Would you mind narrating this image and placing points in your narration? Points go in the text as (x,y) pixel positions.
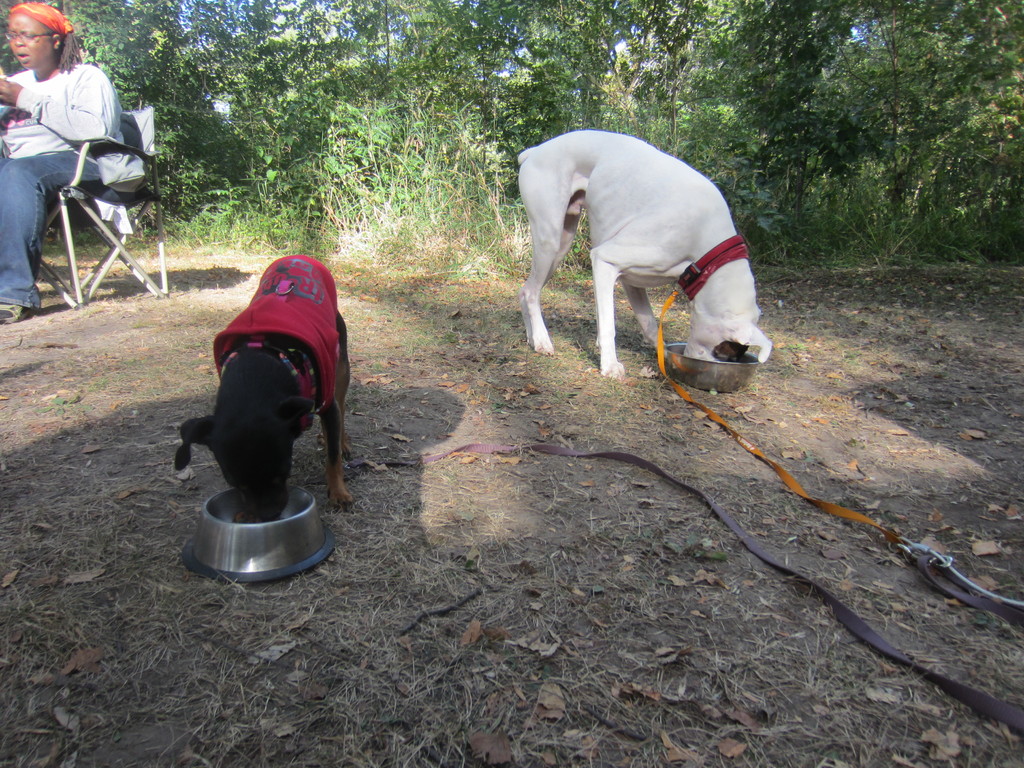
In the foreground of this image (299,300), there are two dogs (639,231) having belt (310,390) around its neck (709,285) and eating in dog bowls (716,379). In the background (410,47), there are trees (507,47) and the plants (378,197) and a woman (11,150) sitting on the chair (51,281) is on the top left (14,232).
